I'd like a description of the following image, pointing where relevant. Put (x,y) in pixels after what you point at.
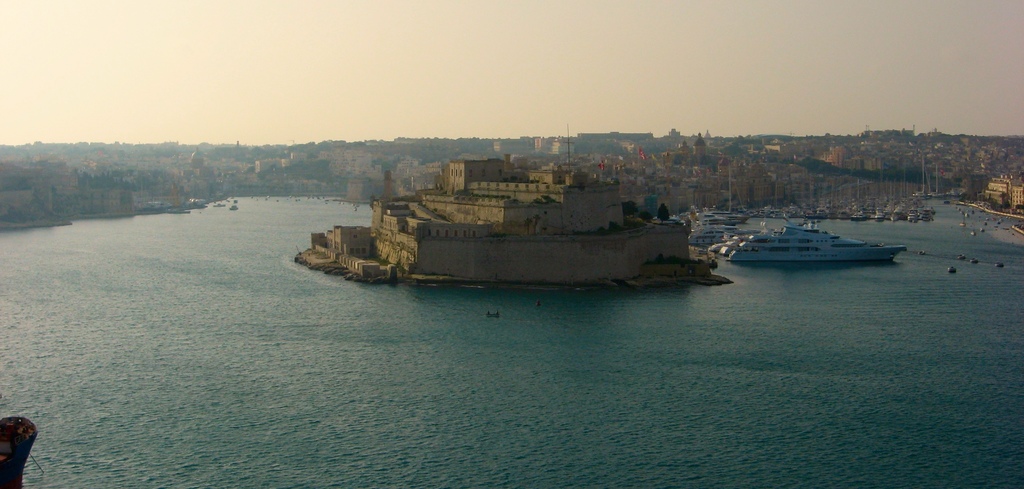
In this image we can see water (446,395), ships (766,259) floating on the water (795,287), stone building (568,273), a few more buildings (677,168) and the sky (572,33) in the background (323,98).
